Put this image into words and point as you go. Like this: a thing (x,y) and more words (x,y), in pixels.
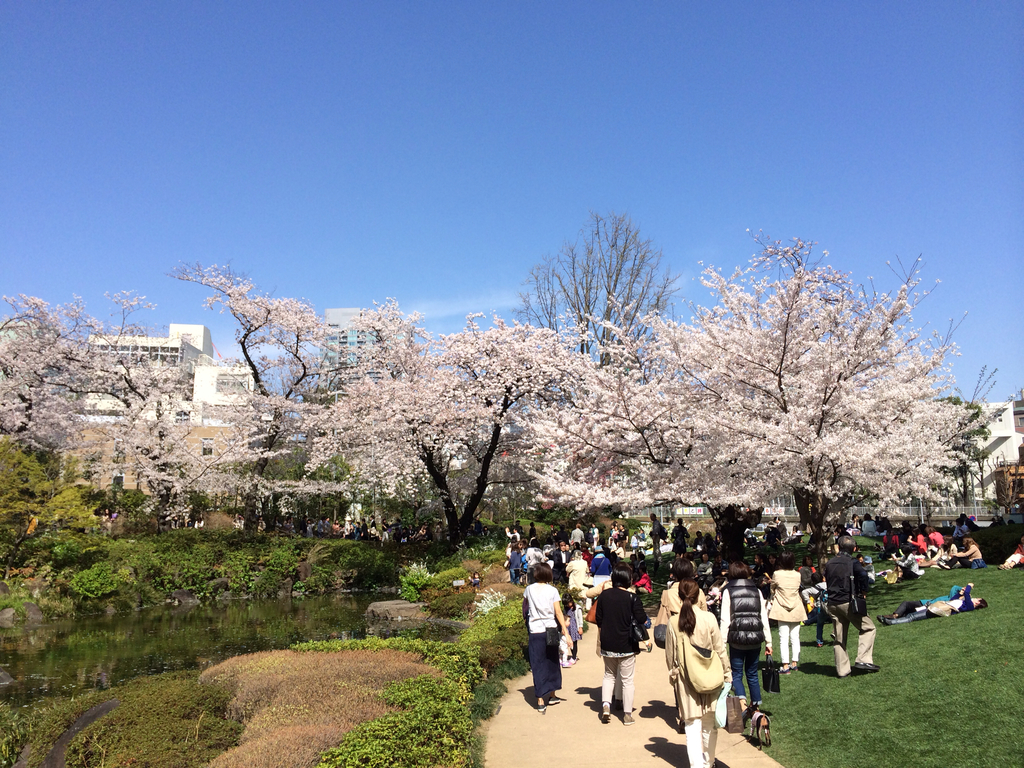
In this image, we can see so many trees (302,479), plants (278,558), grass (1022,573), water (102,652), a group of people (909,562). Few are walking on the walkway (580,725). Few are lying, sitting and standing. Here we can see few buildings (992,441). Background (79,231) there is a sky (510,142).
